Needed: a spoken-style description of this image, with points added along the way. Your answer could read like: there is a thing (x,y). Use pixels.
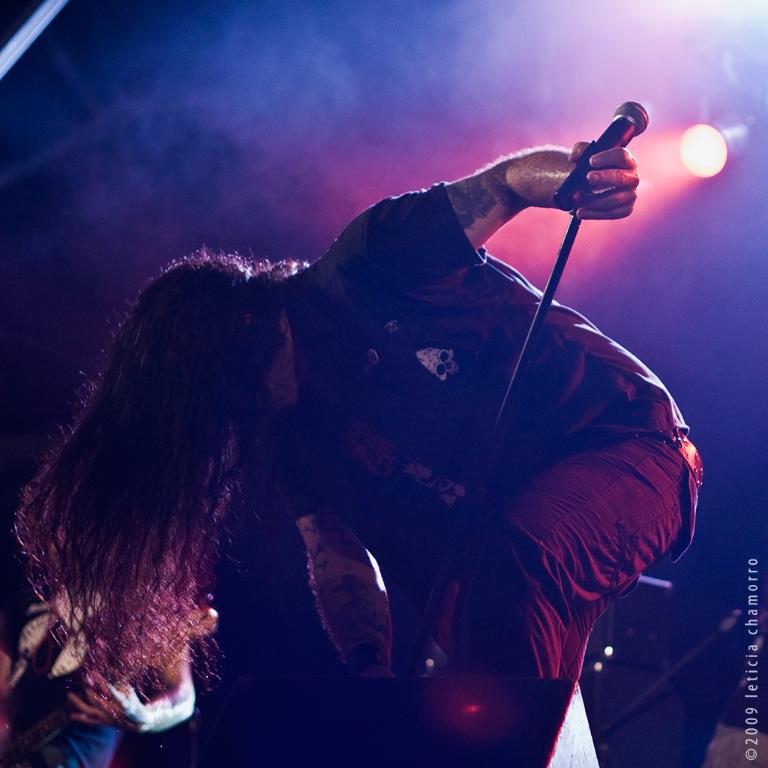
This person (528,403) is holding a mic (566,210) with stand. Far there is a focusing light (713,150). Here we can see things (422,737). That man (46,713) is playing a guitar (55,726). Right side bottom of the image (756,585) there is a watermark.
